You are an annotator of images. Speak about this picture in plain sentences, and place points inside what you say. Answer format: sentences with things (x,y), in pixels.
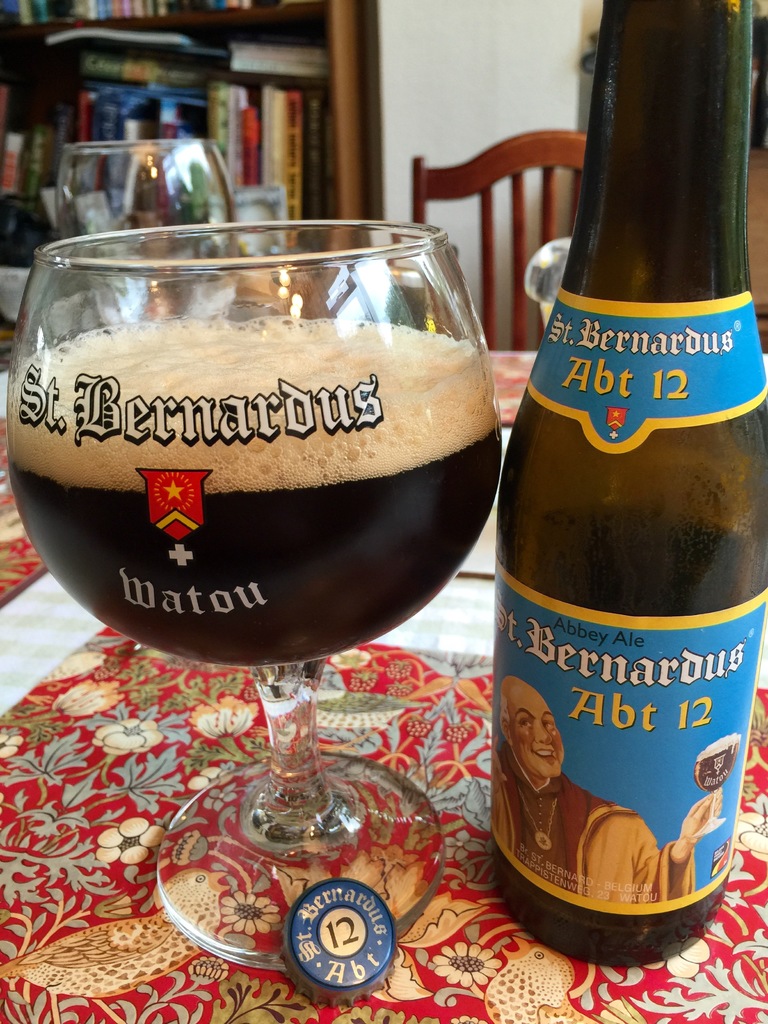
This is a wine glass (286,704) and a bottle (654,545) with a metal cap (350,930) placed on the table (571,990). This table (130,820) is covered with cloth (135,723). At background (196,95) I can see books (172,42) placed in the bookshelf (227,72). This looks like a chair (522,198).
